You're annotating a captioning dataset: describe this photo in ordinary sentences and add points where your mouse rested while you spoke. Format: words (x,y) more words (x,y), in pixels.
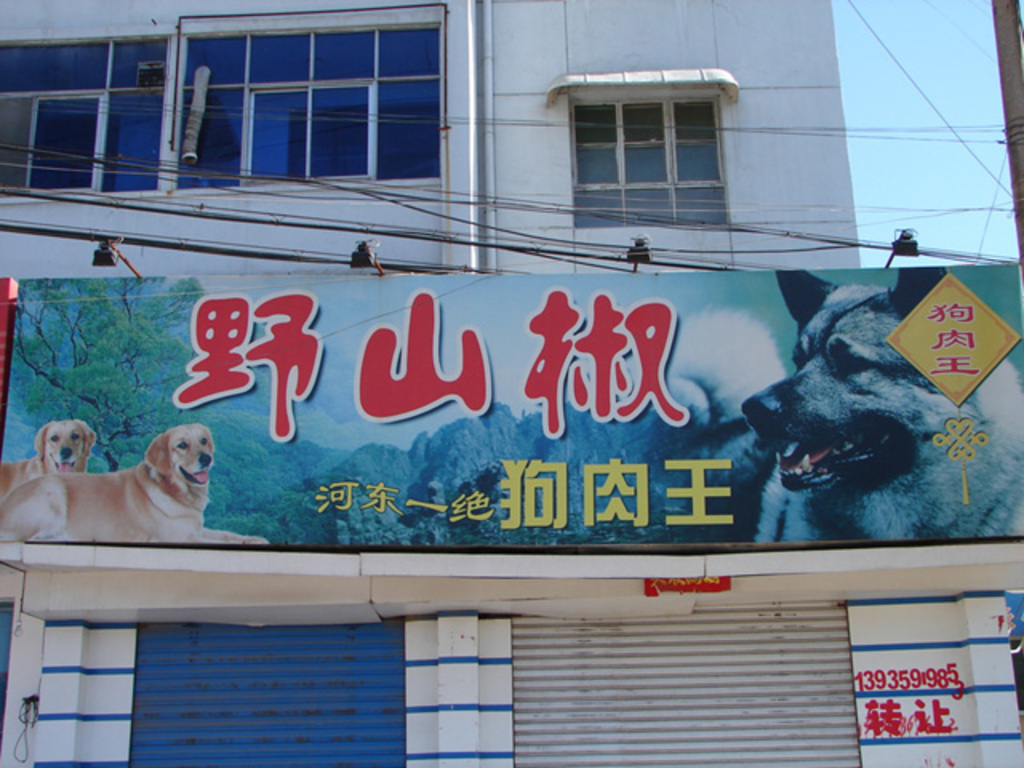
In this image I can see the board (365,514) to the building (458,251). I can also see the windows (595,180) to the building (409,100). To the right (907,182) I can see the pole (1009,79) and the sky (891,90).
